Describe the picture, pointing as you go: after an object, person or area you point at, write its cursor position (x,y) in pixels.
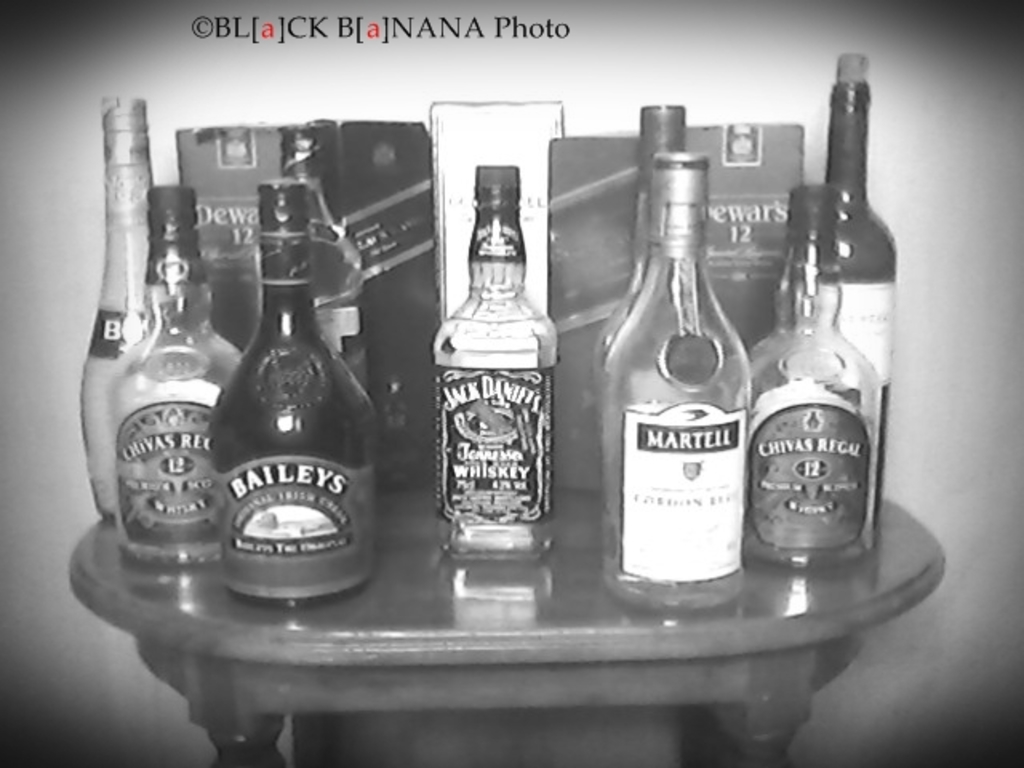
This is the black and white image. There are so many bottles (812,444) in this image. All the bottles (624,517) are placed on the table (124,580).
